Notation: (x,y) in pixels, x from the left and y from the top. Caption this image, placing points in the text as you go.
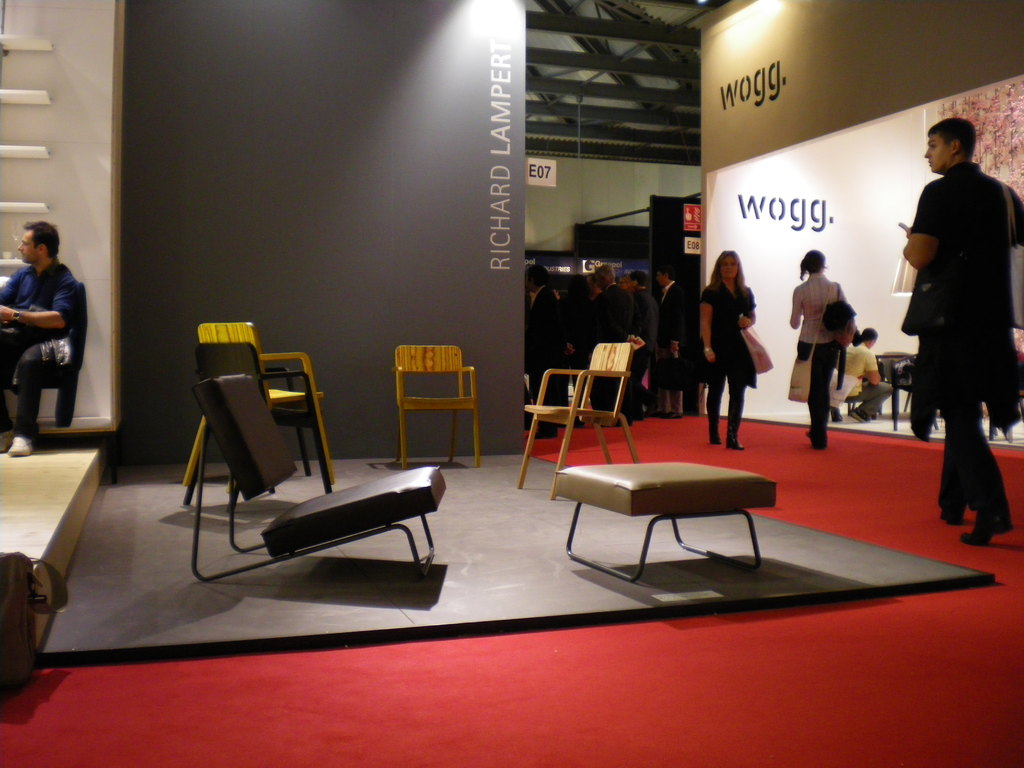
In this picture, we see many people (596,293) Standing and walking. In the middle of the picture (606,364), we see an empty chair (479,428) and on the left corner of this picture (57,290), we see a man (55,271) in blue shirt (34,286) is sitting on a chair (70,314). On the right corner of this picture (828,319), we see three people (962,210) carrying bags (764,342) are walking. Beside them, we see a room (796,106) with board (731,63) on which wogg is written on it and behind them, we see a wall (615,184). We even see the roof (543,93) of that building (622,101).
